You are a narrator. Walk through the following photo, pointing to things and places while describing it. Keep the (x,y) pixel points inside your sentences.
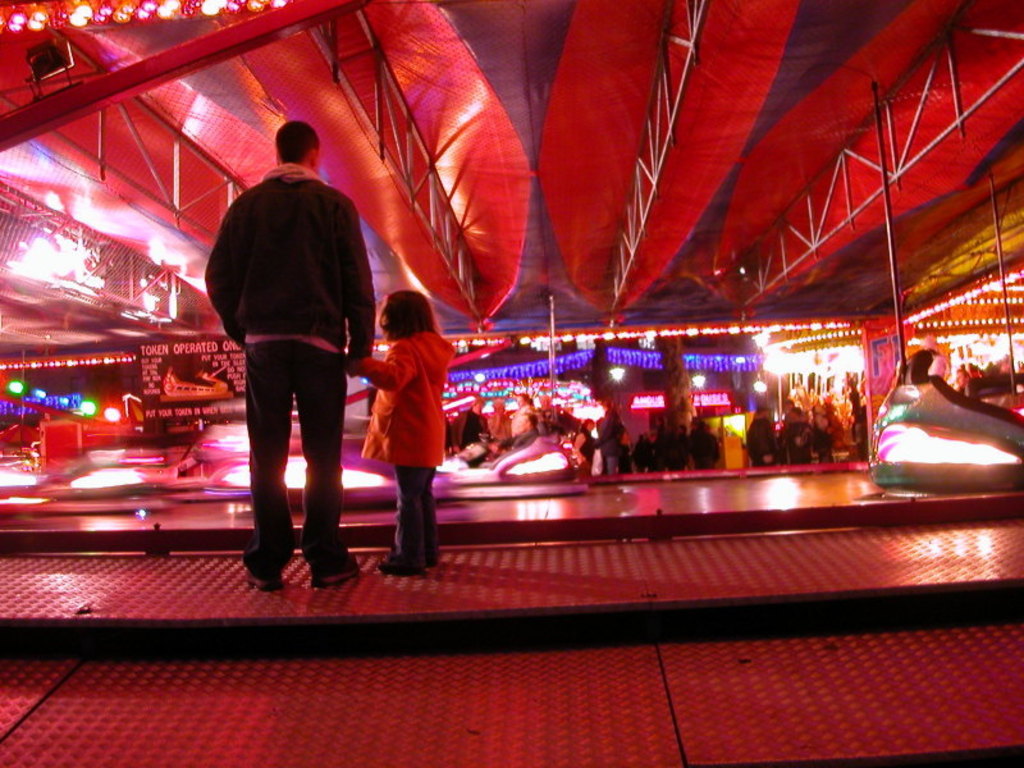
In the center of the image (351,291) there is a person (340,372) standing and there is child (404,296). In the background of the image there are many people (699,467).
